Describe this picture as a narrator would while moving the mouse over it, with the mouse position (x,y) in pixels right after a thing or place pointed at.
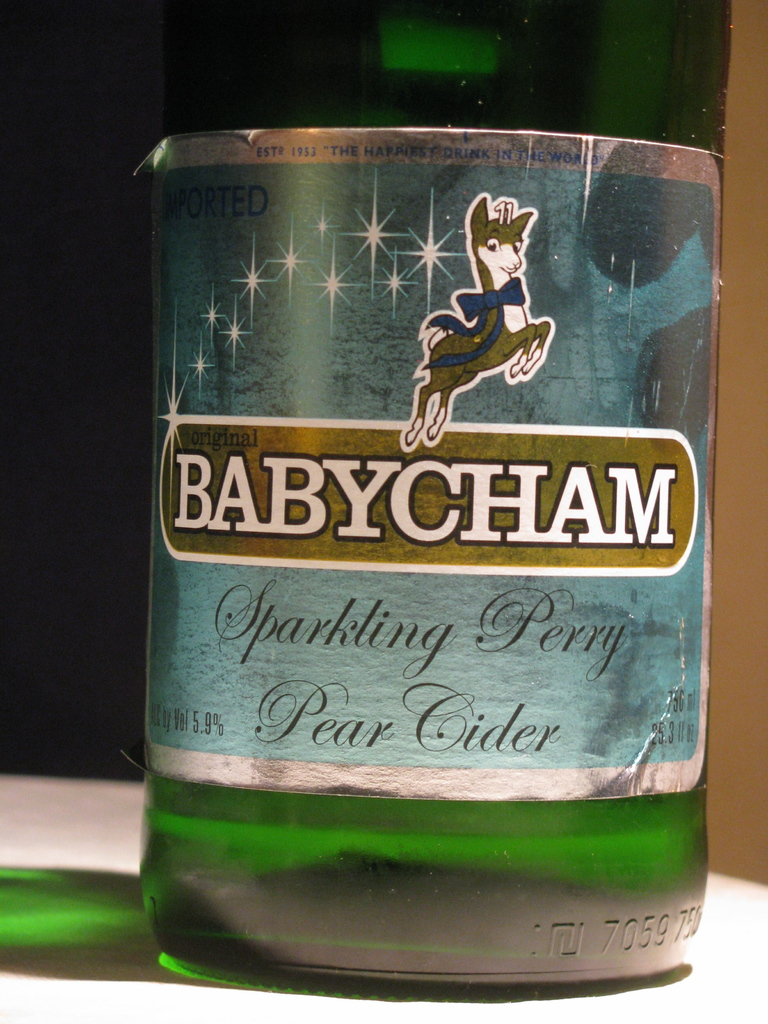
In the center of the image (412,511), we can see a bottle (352,726) on the table (58,830).
